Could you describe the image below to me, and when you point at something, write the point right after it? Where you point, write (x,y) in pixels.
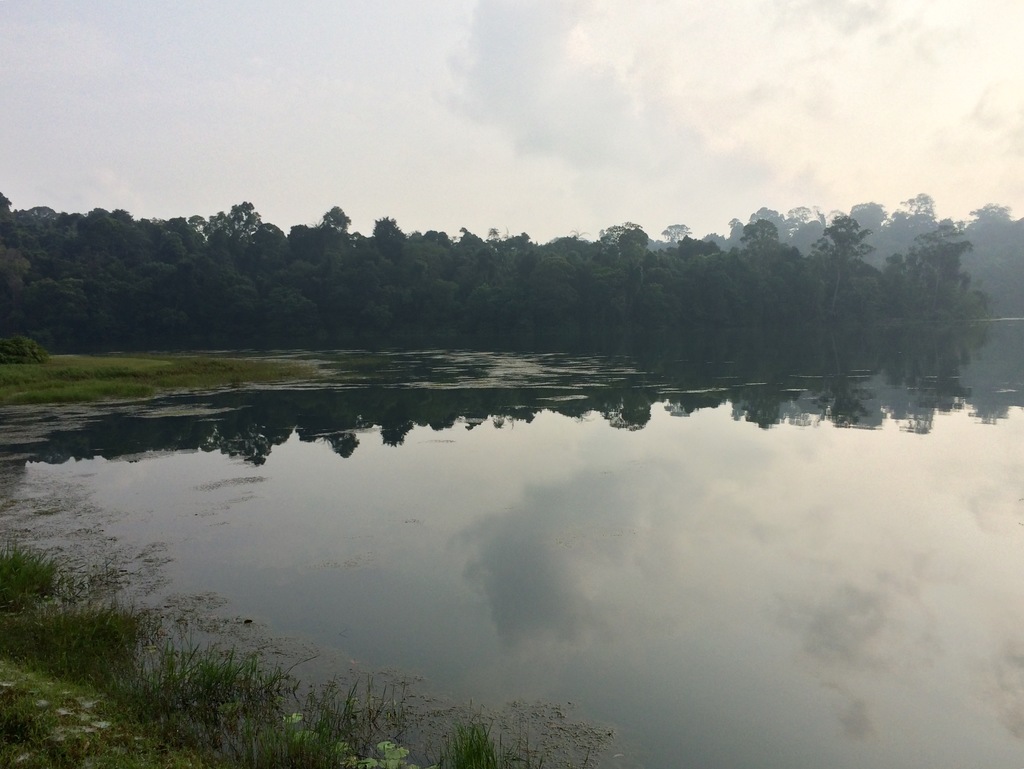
In this image I can see the water (650,521), background (510,277) I can see the trees (698,303) in green color and the sky (537,97) is in white color.
